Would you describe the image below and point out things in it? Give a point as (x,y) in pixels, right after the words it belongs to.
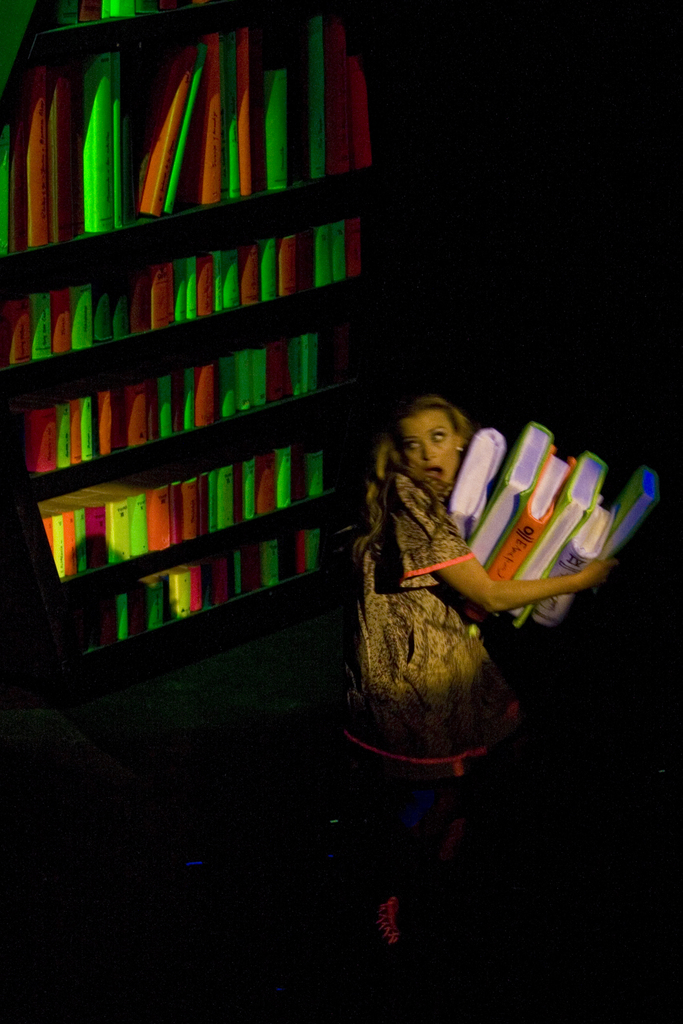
In this picture we can see a person (431,620) holding a few books (498,436) in her hands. There are many books (26,228) arranged on the shelves (151,36).
